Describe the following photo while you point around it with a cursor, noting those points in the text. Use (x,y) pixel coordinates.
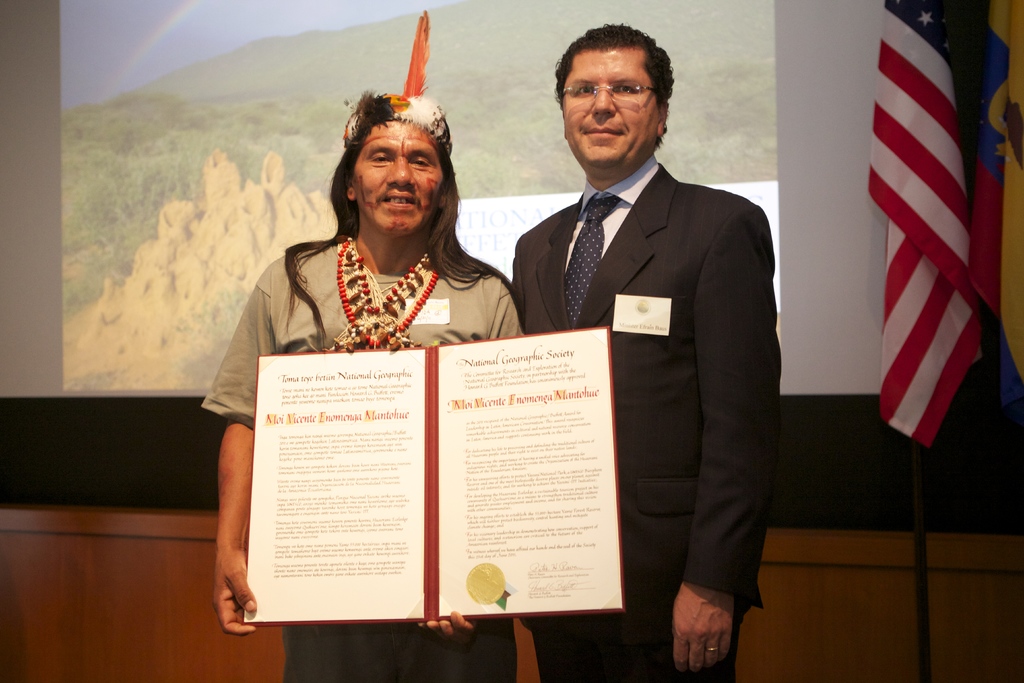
In this image we can see two persons (722,382), one of them is holding boards (505,406) with text (326,568) on them, behind them there is a screen (241,134), there are flags (952,218).
